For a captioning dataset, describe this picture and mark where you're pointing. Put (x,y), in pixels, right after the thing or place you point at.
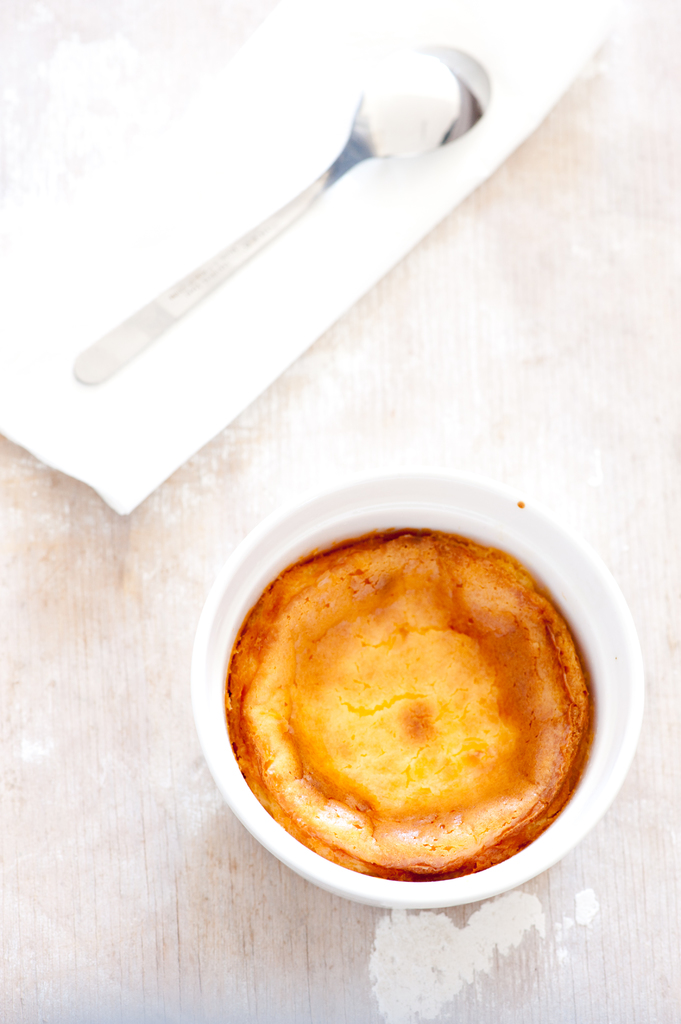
In the foreground (443,569) I can see dessert (465,605) in a bowl (590,630), paper (293,286) and a spoon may be kept on the table (1,763). This image is taken may be in a room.
